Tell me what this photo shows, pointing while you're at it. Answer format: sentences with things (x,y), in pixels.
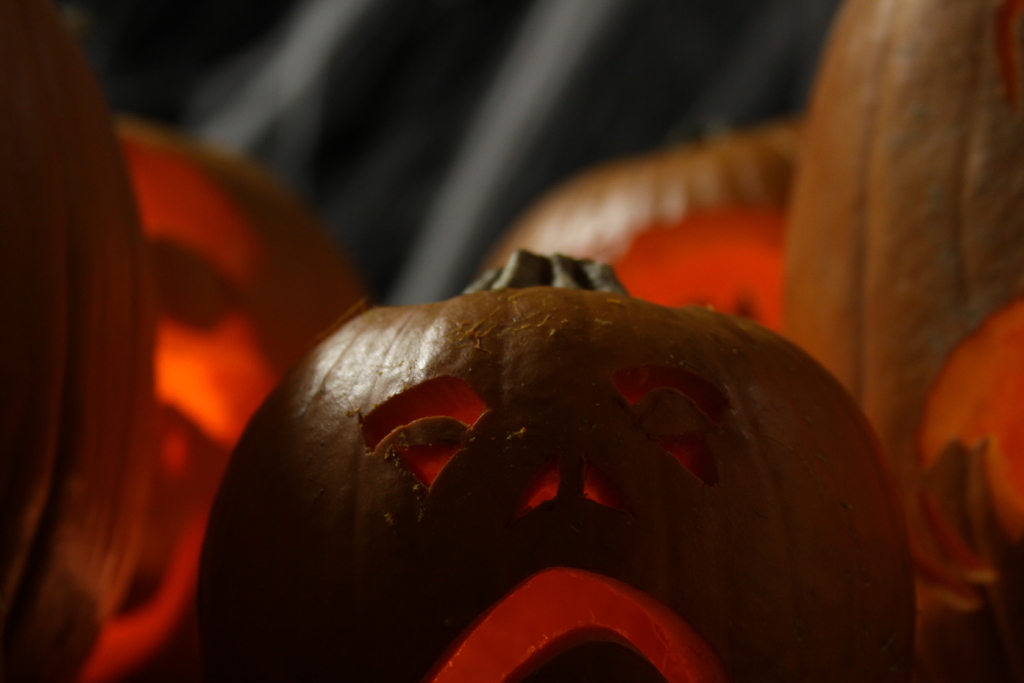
In this picture, there are Halloween pumpkins (422,370).
